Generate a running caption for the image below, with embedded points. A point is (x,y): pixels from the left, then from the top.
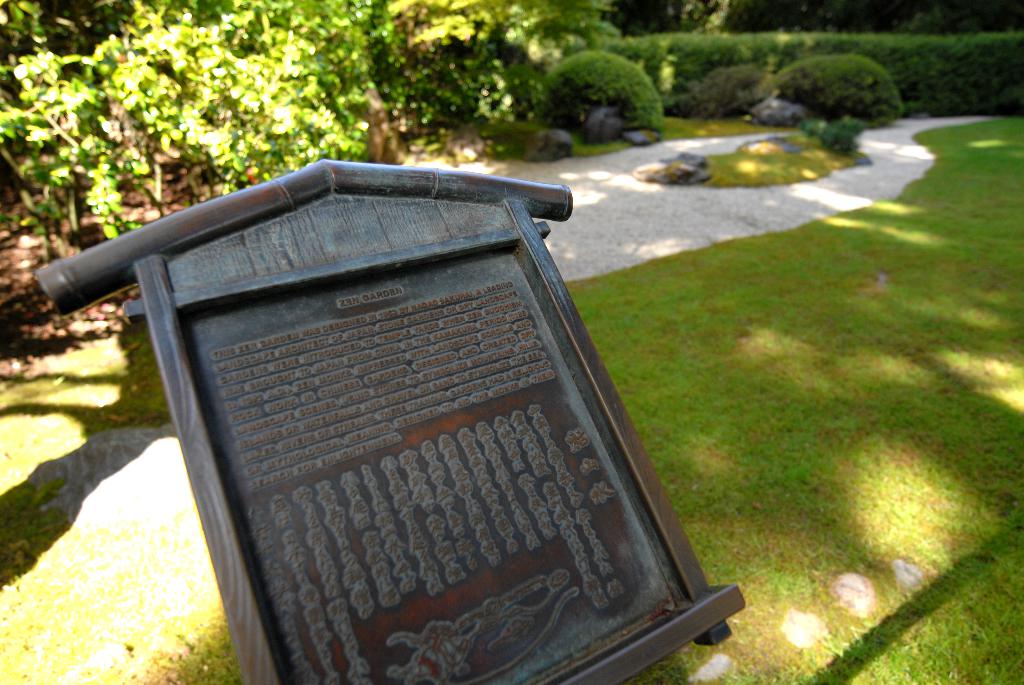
In this image I can see the board (431,609), background (156,75) I can see plants (495,90) and trees (385,81) in green color.
